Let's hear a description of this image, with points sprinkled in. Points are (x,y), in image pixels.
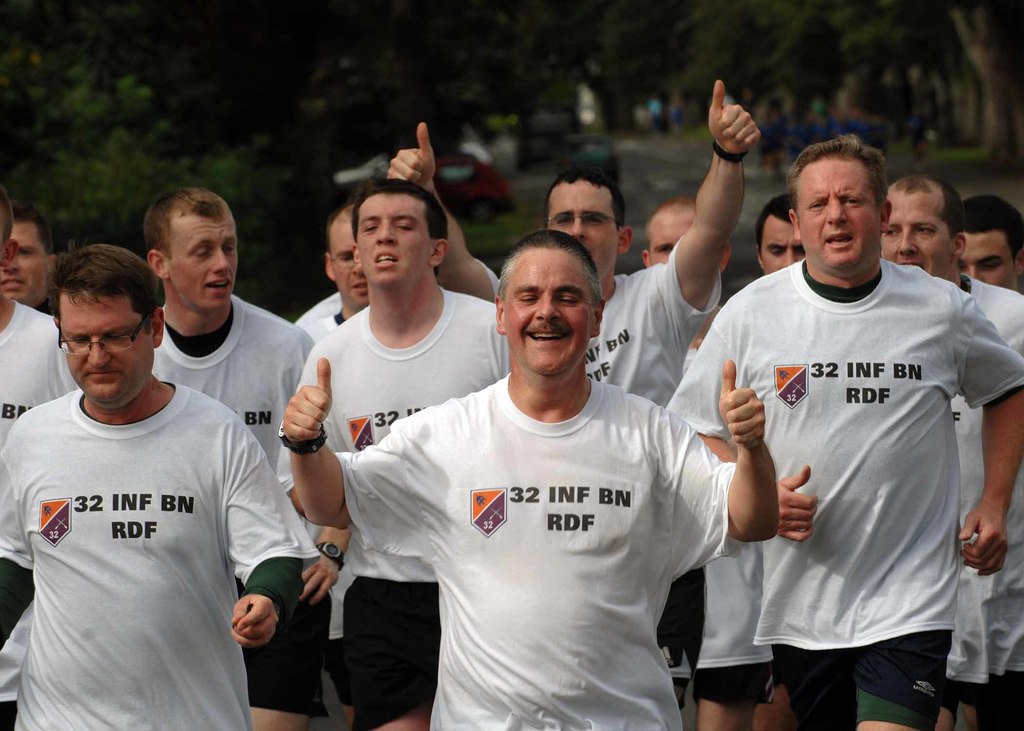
In this image, I can see a group of people (557,281) running. In the background (277,85), there are trees (537,41) and vehicles (584,163) on the road (666,178).
